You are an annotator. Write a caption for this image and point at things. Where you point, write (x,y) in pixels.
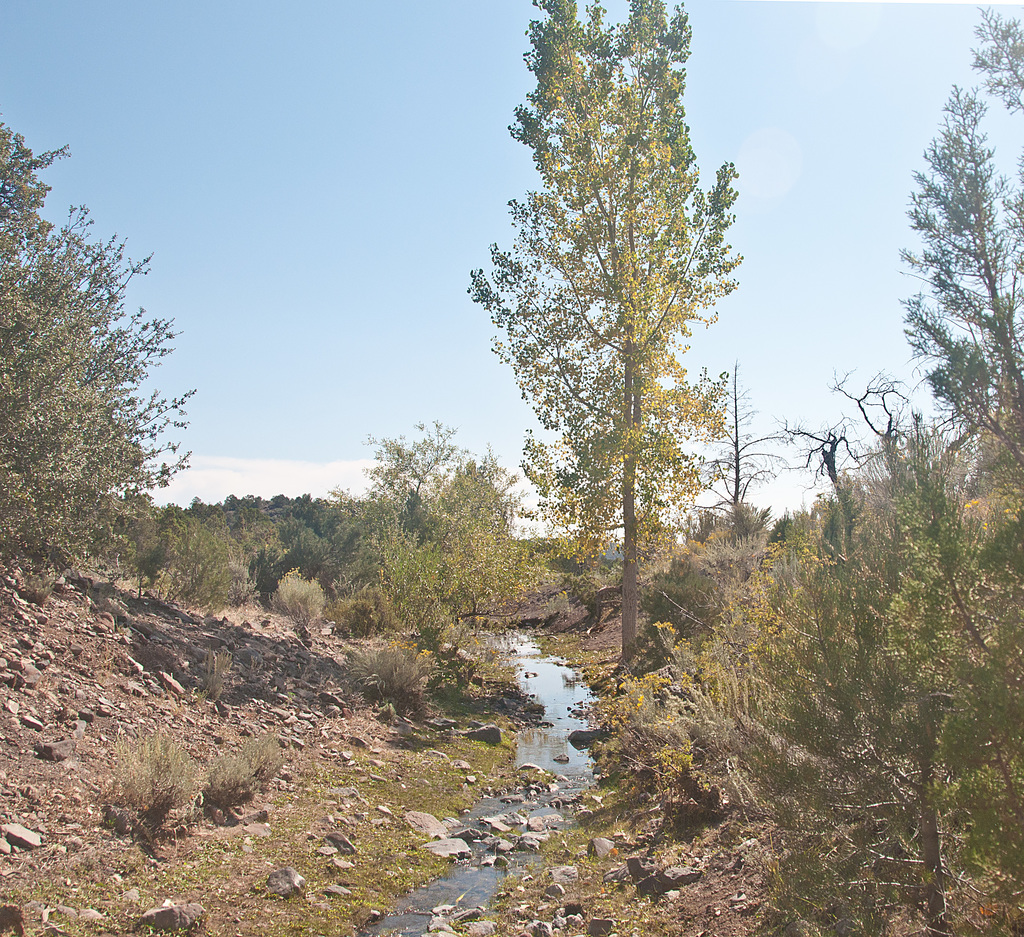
In this picture, we can see the ground (52,631) with stones (8,588), grass (350,858), plants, trees (396,480), we can see water (451,904), and the sky (389,359) with clouds (220,479).
